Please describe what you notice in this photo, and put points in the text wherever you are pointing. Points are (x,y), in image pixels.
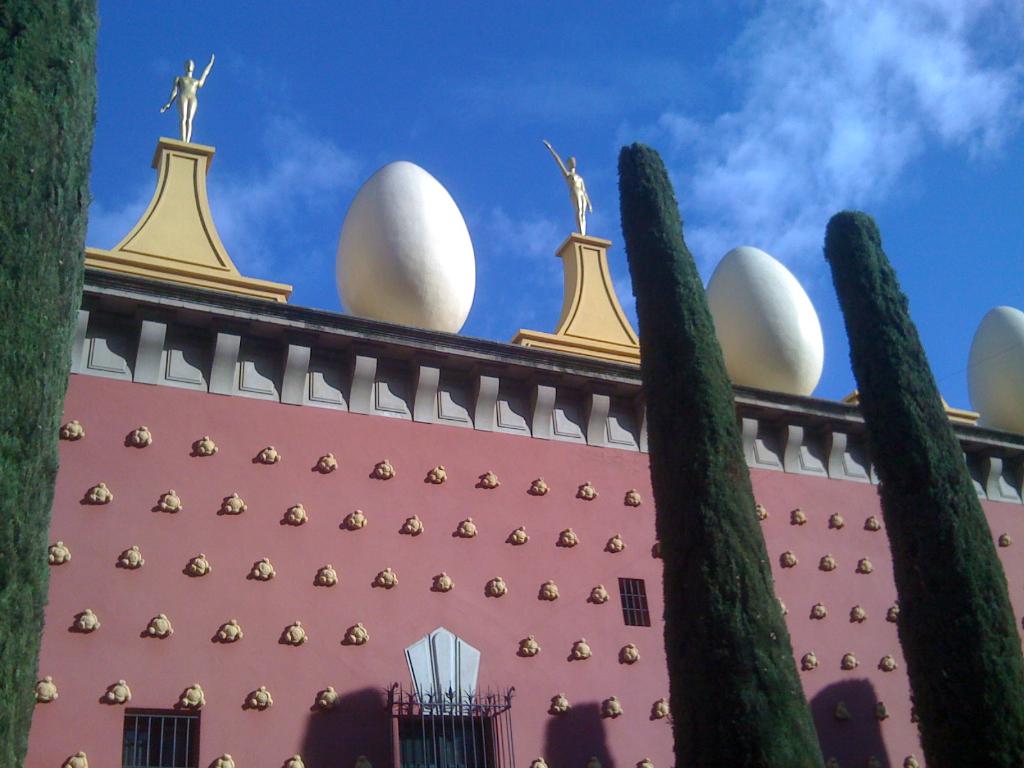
In this image there is a big building (487,527) with some sculptures (373,260) on the top (165,207), in front of that there are some trees (697,506).
